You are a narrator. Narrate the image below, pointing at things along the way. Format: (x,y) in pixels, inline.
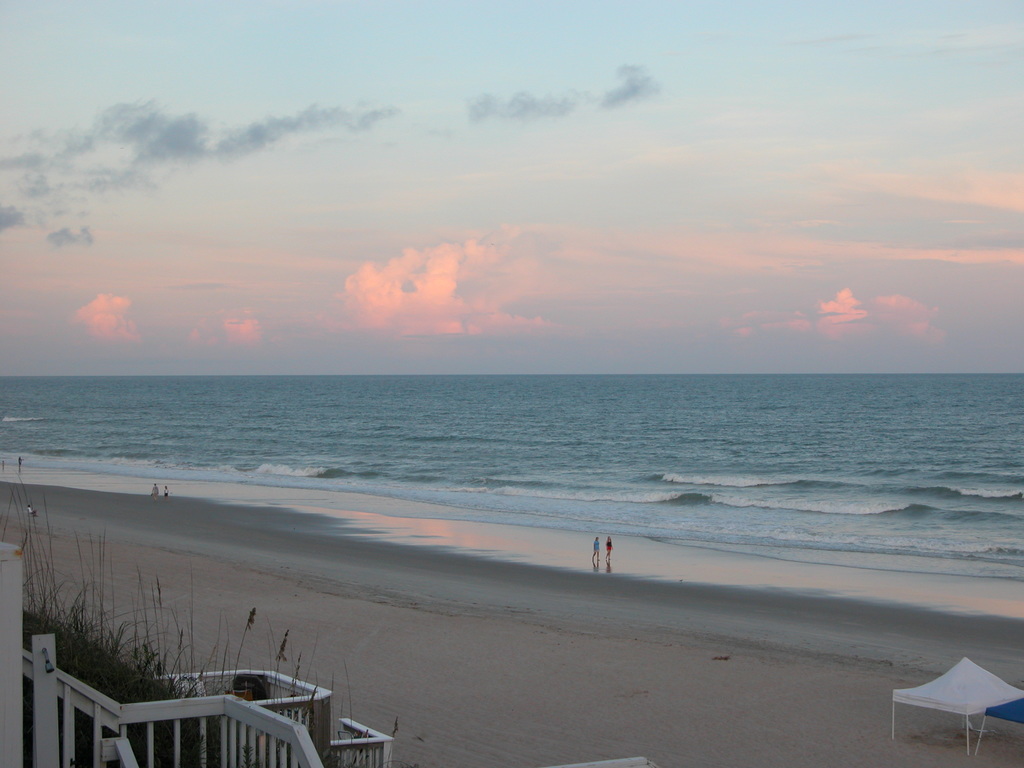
This is a beach (664,648). Here I can see few people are standing. In the background (580,452) there is an ocean (537,441). In the bottom left-hand corner (175,720) there is a railing (128,718) and few plants (86,660). In the bottom right-hand corner (961,711) there is a tent (939,695). At the top of the image (510,183) I can see the sky (447,201) and clouds (145,168).
